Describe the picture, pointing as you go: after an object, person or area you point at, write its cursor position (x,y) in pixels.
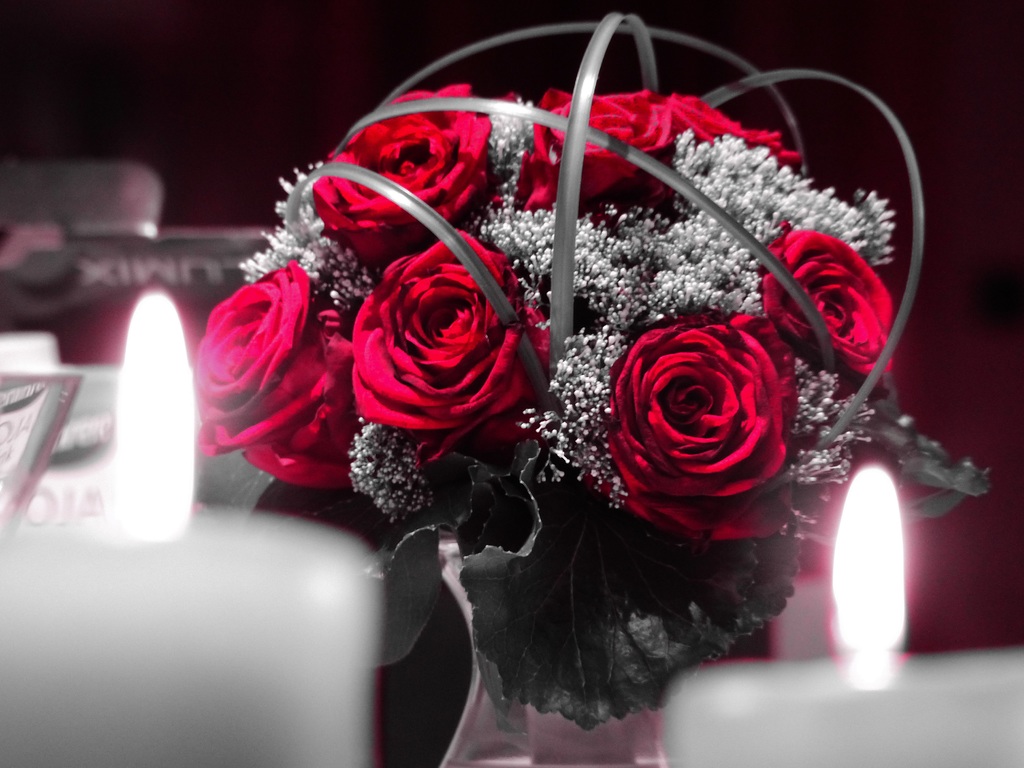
In this image, we can see candles (128,399) which are light and there is a flower vase (412,377) and some other objects (151,211).
